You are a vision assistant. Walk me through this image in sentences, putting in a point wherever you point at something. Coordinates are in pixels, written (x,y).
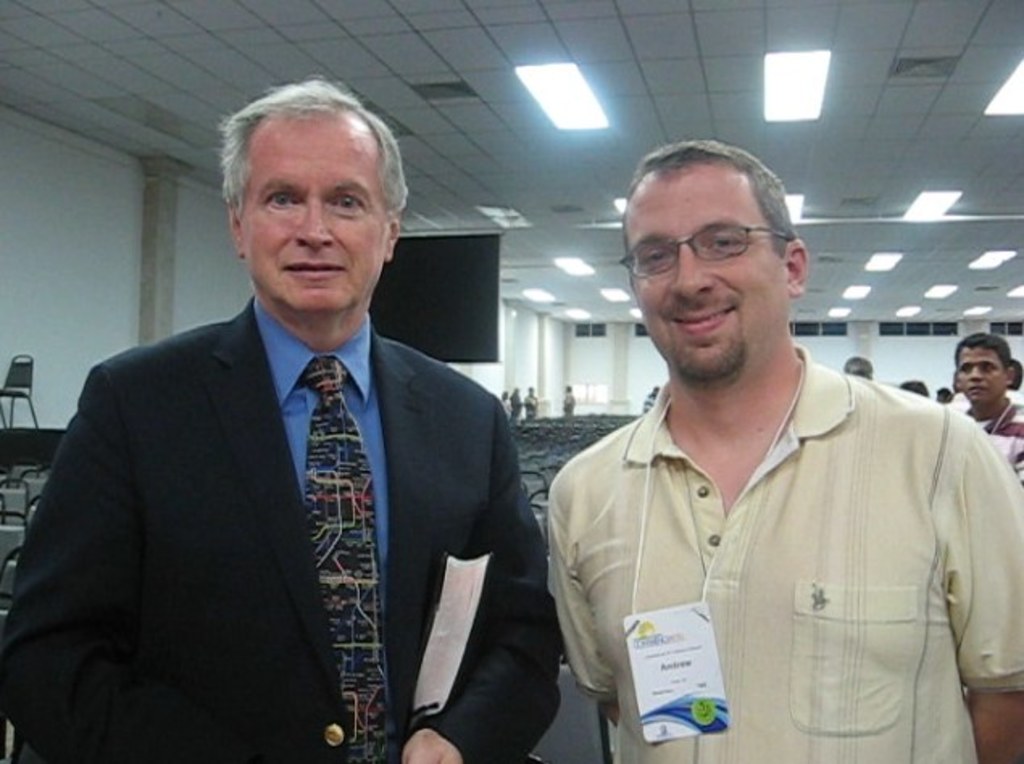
In this image we can see there are two persons (487,582) standing with a smile on their face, one of them is holding a book (428,697), behind them there are a few people (1006,380) standing and there are some chairs (10,489). At the top of the image (509,105) there is a ceiling (489,144) with lights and a screen (442,290).
